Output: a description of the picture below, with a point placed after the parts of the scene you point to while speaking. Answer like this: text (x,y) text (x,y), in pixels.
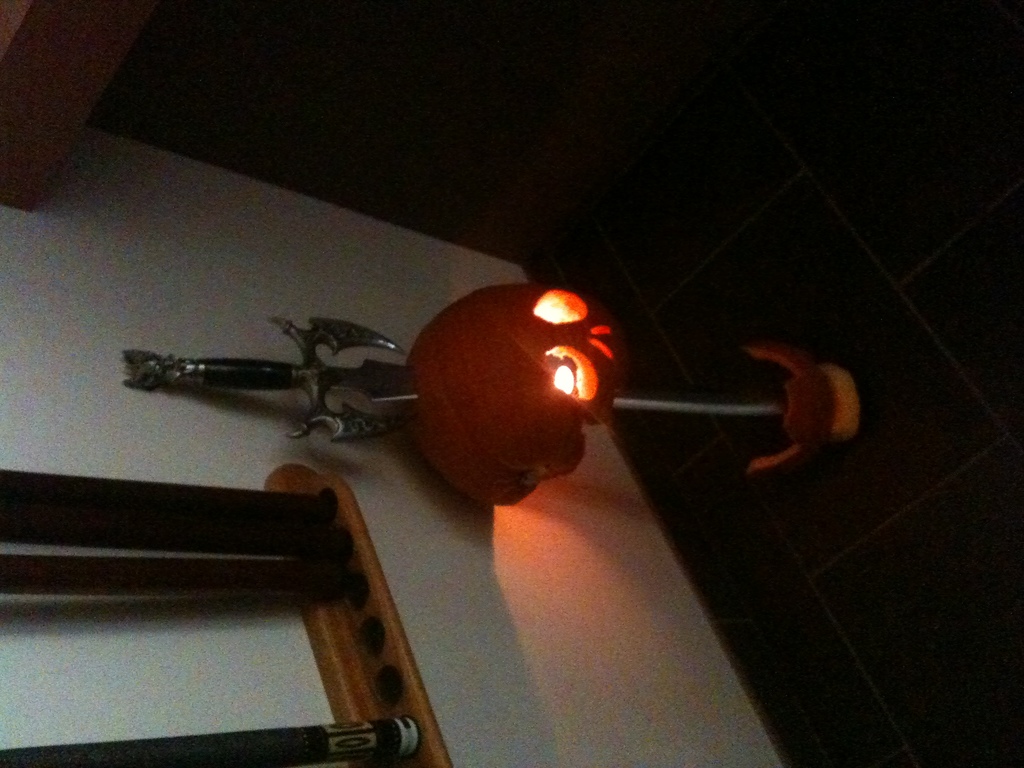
In this image I can see few lights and a weapon (672,392), background (53,335) I can see few wooden objects (310,520) and the wall (584,667) is in white color.
